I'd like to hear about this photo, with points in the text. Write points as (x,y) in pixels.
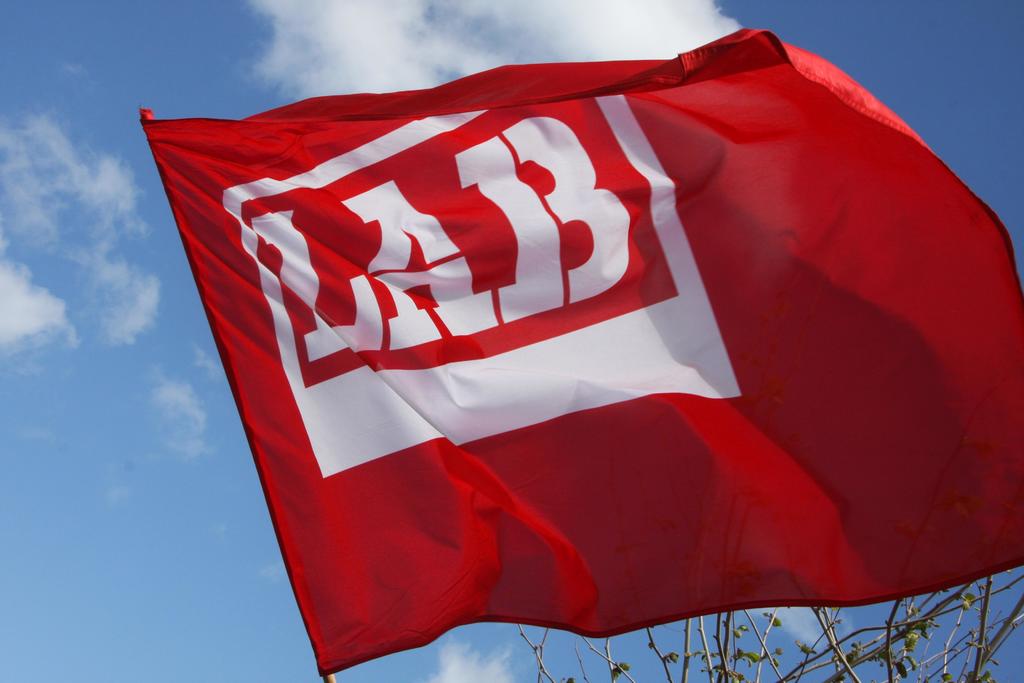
There is a white color text (423,239) having white color border (691,370) on a red color flag (316,612). In the background (580,662), there is a tree (672,662) and there are clouds (447,664) in the blue sky (167,505).
